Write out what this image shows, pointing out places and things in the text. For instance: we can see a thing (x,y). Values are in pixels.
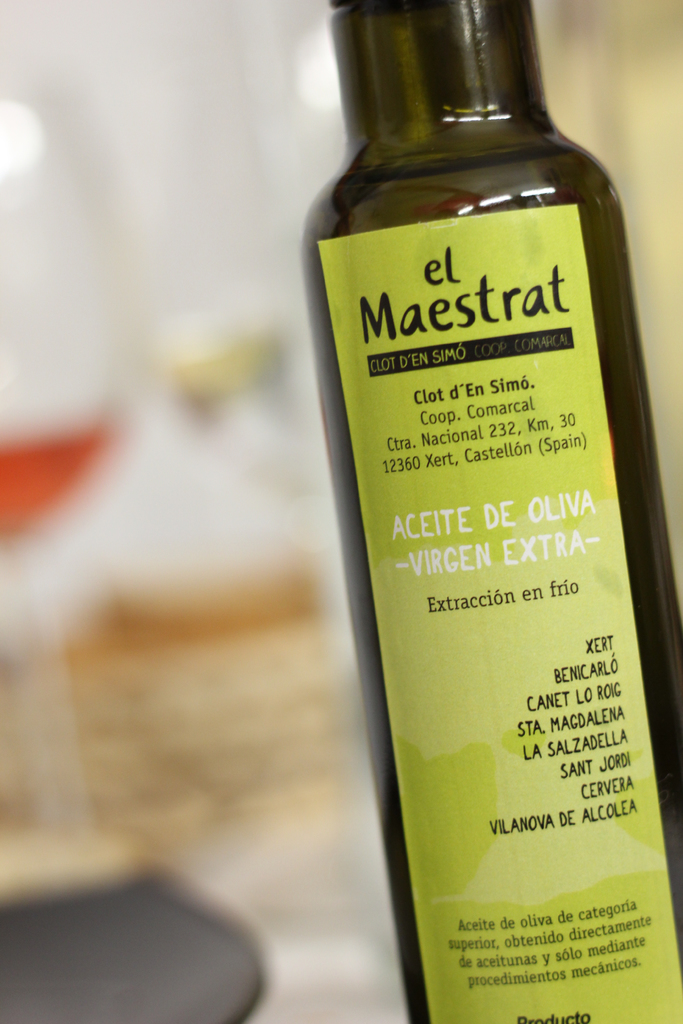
in a picture there is a bottle (665,715) with sticker (583,718) on it.
